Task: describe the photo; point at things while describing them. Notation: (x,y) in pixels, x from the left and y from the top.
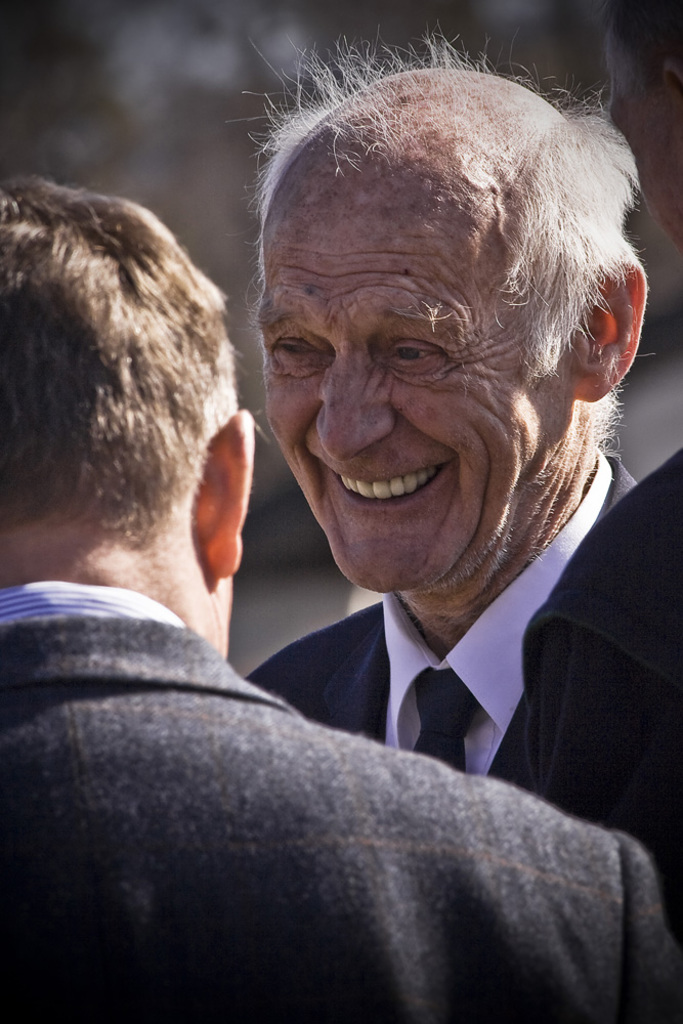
In this image we can see three persons (344,708). In the background (5,24) the image is blur.
